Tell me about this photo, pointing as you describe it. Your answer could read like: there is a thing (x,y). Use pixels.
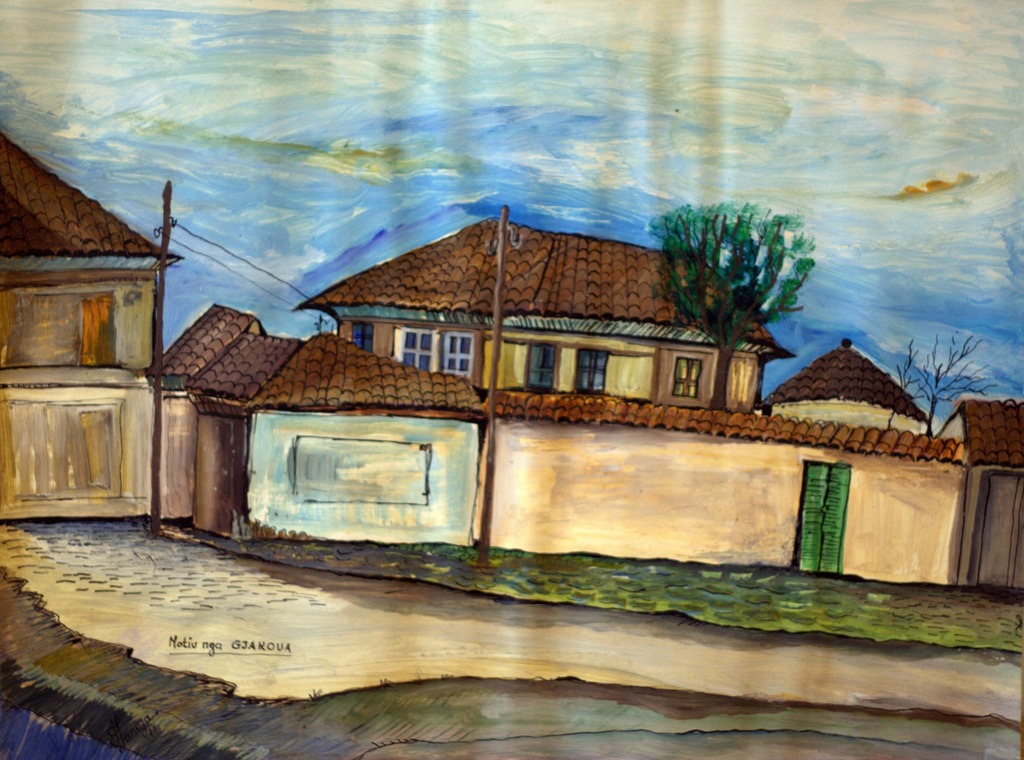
This is a painting where there are buildings (482,317), poles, trees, grass (589,560), sky (979,13) and there is a signature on the painting.
